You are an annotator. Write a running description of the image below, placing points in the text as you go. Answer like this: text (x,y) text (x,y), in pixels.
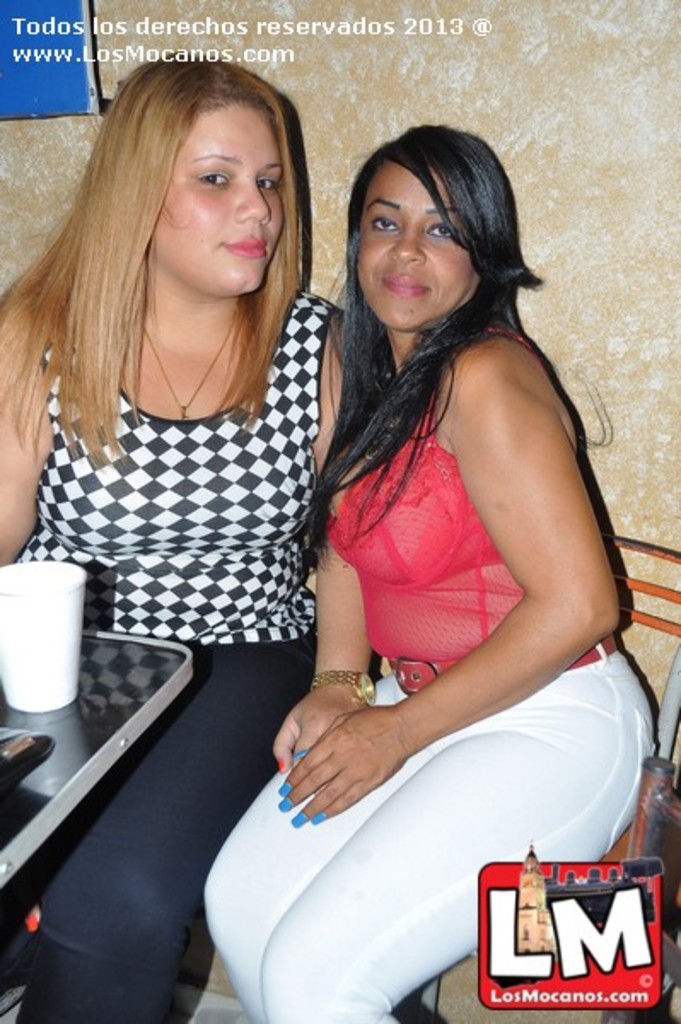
In the image we can see there are two women (208,483) sitting. This is a table (90,685) and glass (37,594) is kept on the table (65,735). This is a watermark (515,958).
